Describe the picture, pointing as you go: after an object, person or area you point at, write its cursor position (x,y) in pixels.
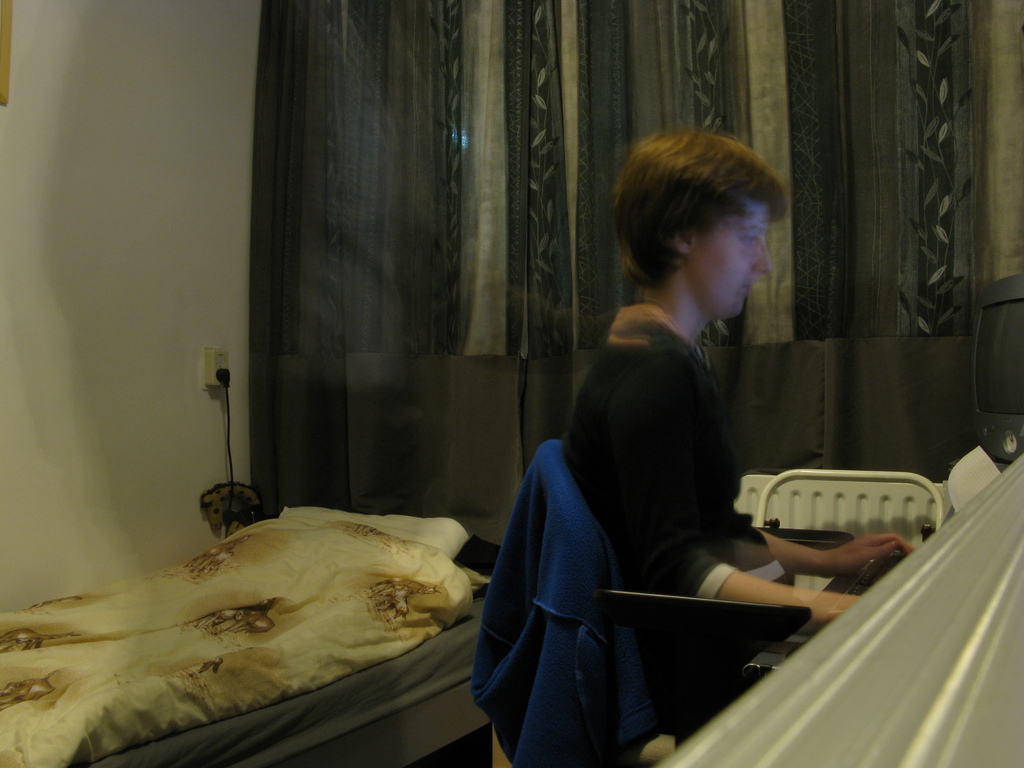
In this image we can see a person (744,256) sitting on the chair (793,618) and he is sitting in front of the computer (982,367). Here we can see the bed (427,652) with mattress (432,677). Here we can see a bed sheet (400,593) and a pillow (451,541) on the bed (450,717). Here we can see the socket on the wall (239,339). In the background (344,314), we can see the curtains (638,96).
